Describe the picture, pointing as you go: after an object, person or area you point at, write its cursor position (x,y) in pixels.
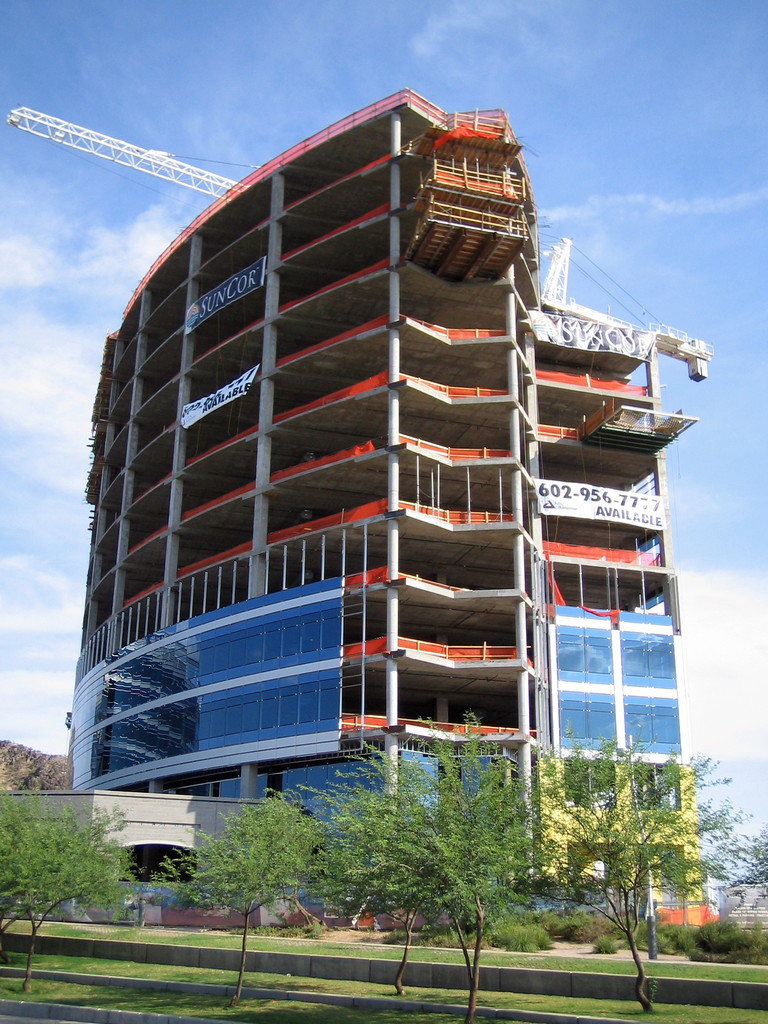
In this image we can see a building (387,660). At the top of the image (424,68) there is sky (426,68). At the bottom of the image (280,896) there are plants (57,866), grass (216,938).
